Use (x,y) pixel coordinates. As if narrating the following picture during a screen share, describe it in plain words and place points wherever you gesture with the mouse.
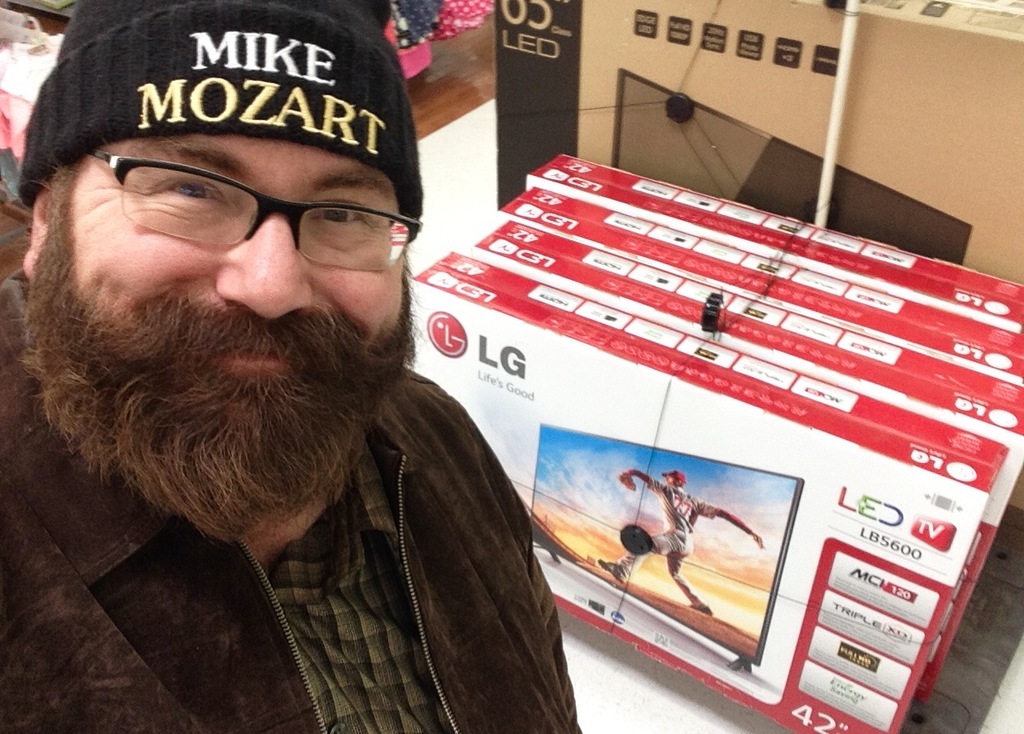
In front of the image there is a person (215,305) with a smile on his face (281,337), behind him there are televisions (613,350) packed in cardboard boxes (706,150) and there are some other objects (41,43).
